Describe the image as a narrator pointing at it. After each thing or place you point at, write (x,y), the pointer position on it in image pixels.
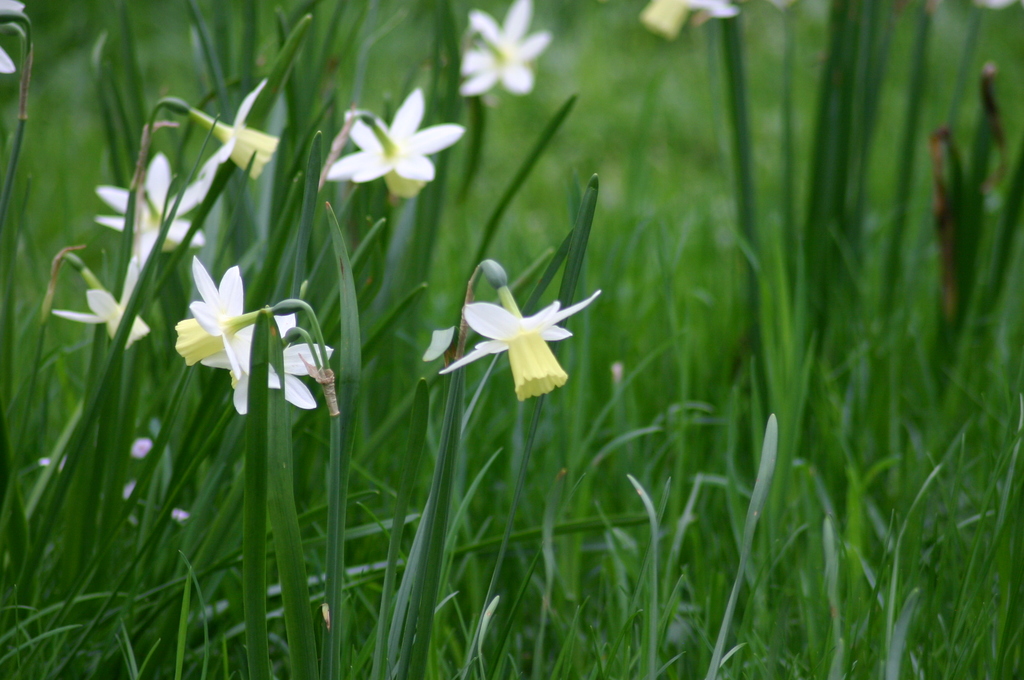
In this image we can see group of flowers (554,311) and leaves (445,532).
